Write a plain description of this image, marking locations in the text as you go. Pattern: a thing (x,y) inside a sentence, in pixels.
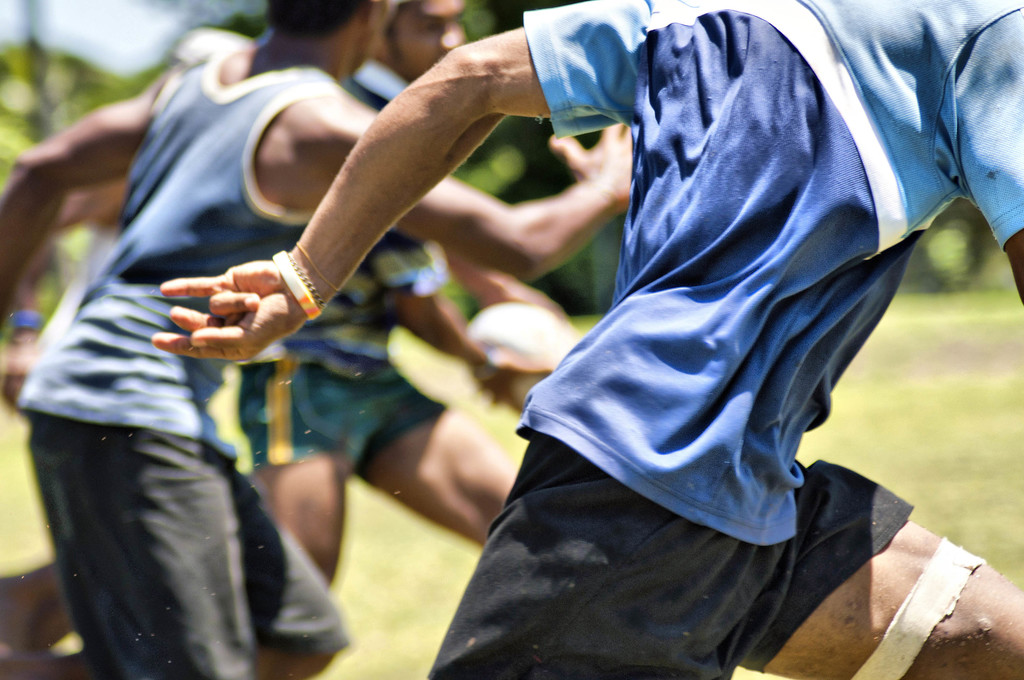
In front of the image there are people (690,484) running. At the bottom of the image (928,473) there is grass (959,436) on the surface (956,434). In the background of the image (584,258) there are trees (8,96).
